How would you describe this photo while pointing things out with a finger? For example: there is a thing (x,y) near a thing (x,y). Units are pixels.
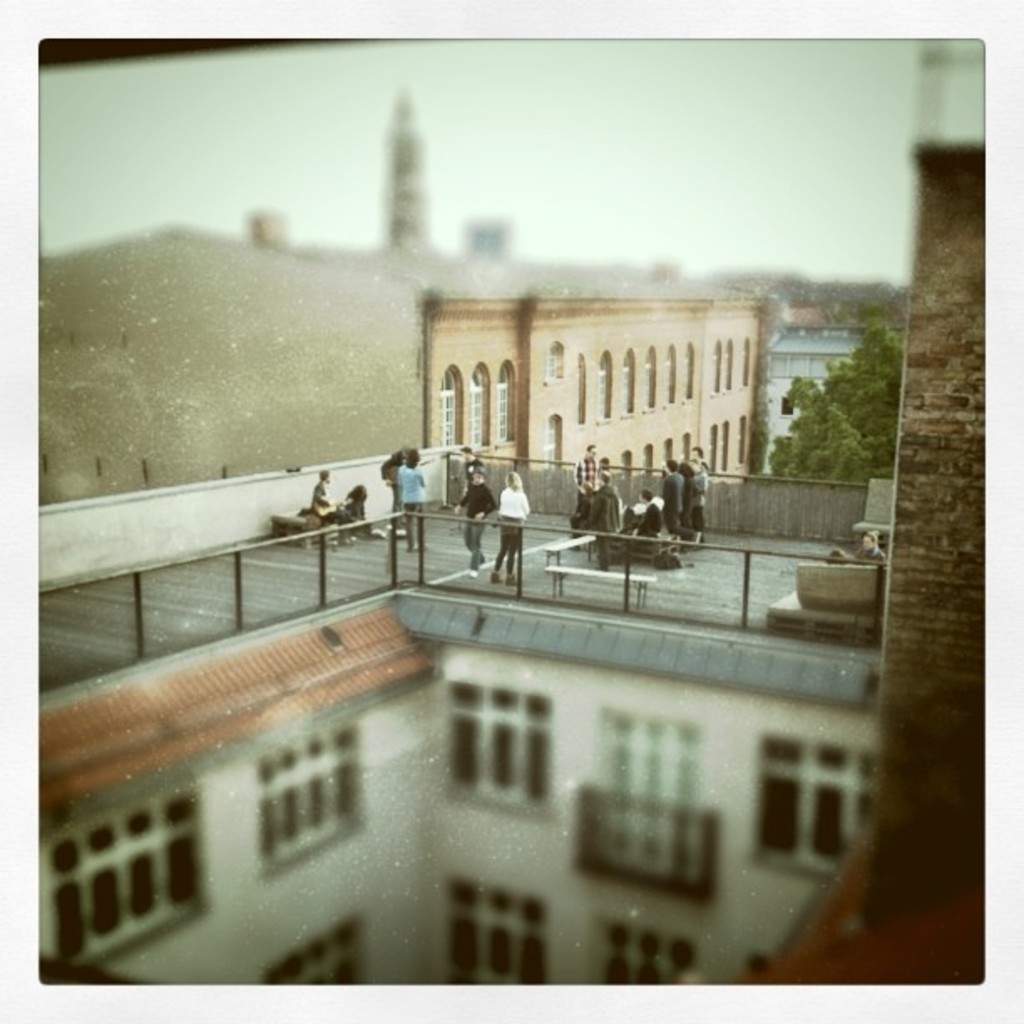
In this image we can see buildings (402,178), pillars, sky (693,170), trees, persons (504,537) standing on the floor (272,576) and some are sitting on the benches (640,579).
